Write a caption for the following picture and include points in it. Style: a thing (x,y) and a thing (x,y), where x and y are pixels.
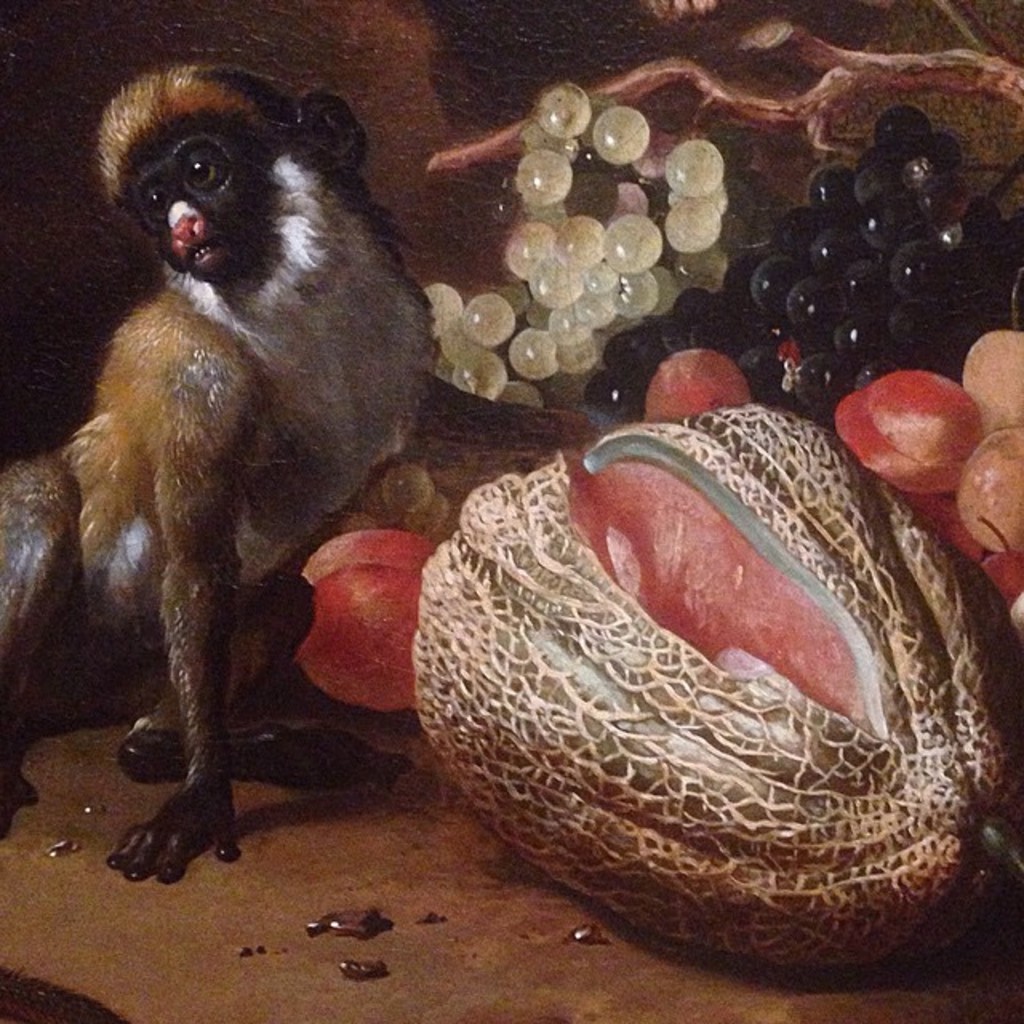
In this image on the left (218,334), there is a monkey (176,403). On the right (790,407) there are fruits (703,288), grapes (730,340), melon (852,469). At the bottom (207,989) there is floor (348,955).
